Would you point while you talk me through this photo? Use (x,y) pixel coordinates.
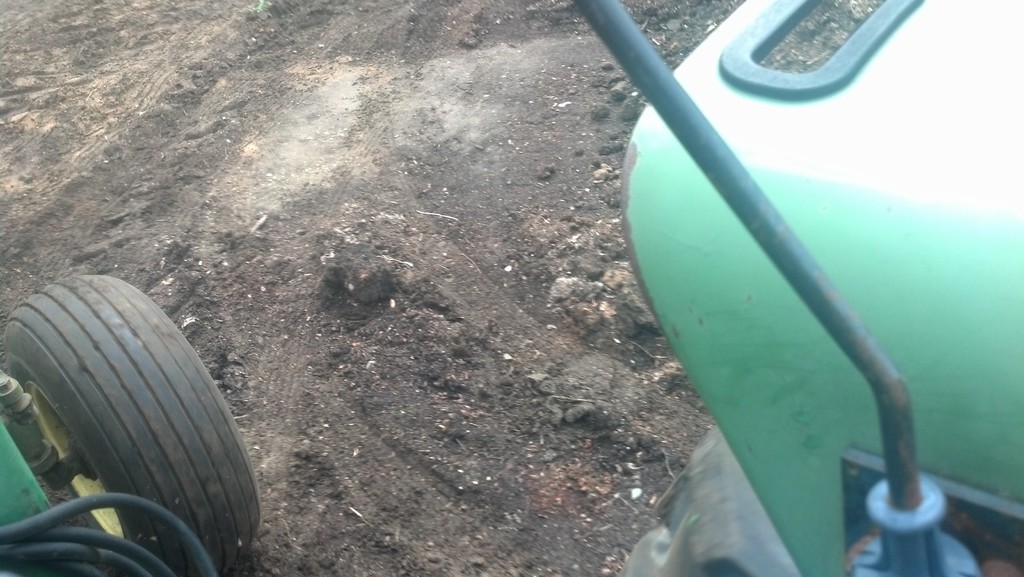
In this image, I can see a vehicle (147,378) with a wheel (155,374) on the ground (317,279).
